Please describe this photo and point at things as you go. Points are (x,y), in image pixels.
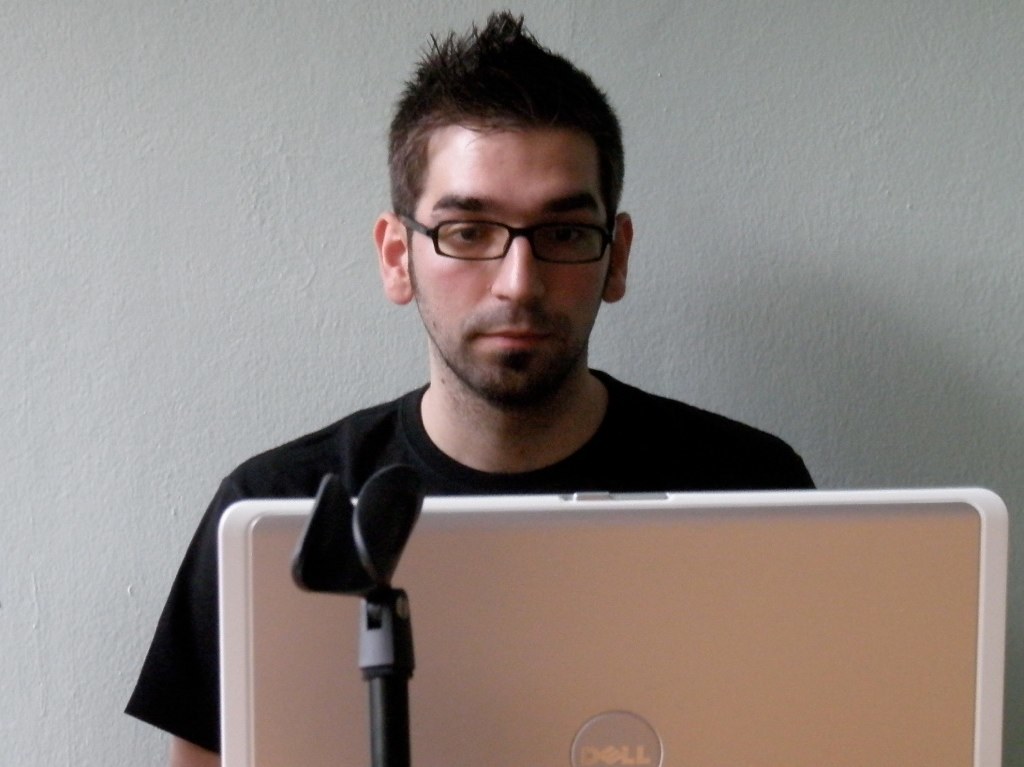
In the center of the image (376,438) we can see a man (537,378) is wearing black T-shirt (647,455) and spectacles (566,231). At the bottom of the image (471,593) we can see a laptop (582,610) and stand (371,633). In the background of the image (979,76) we can see the wall (984,328).
